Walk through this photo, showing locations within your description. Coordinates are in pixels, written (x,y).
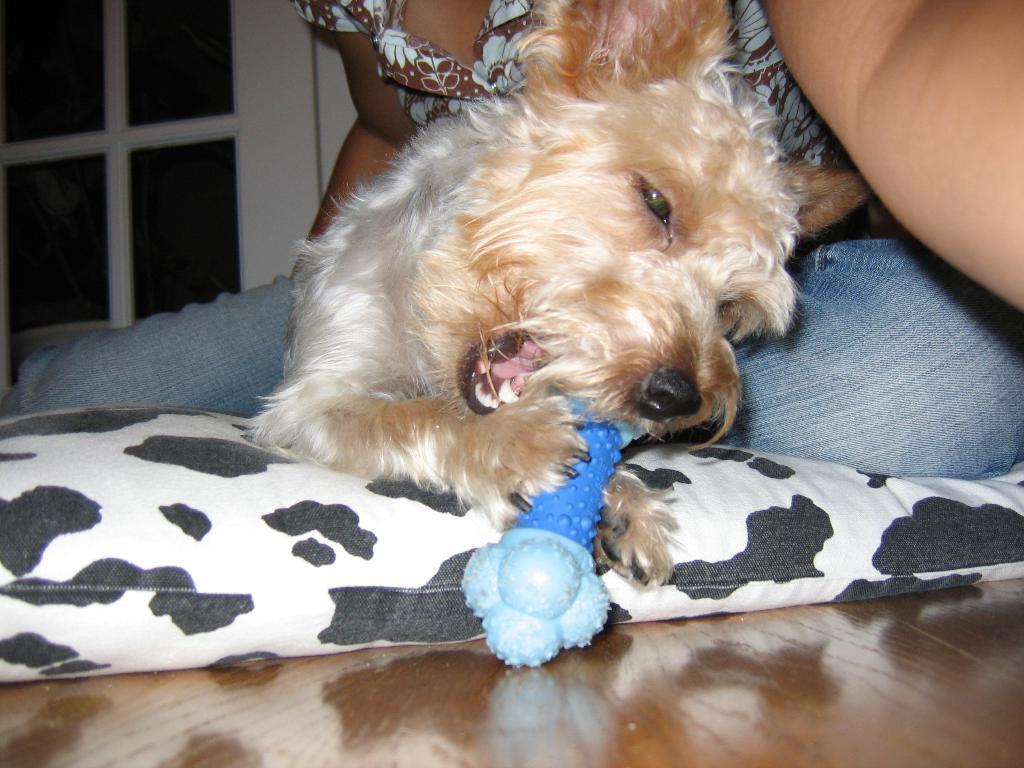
This picture is clicked inside. In the foreground (948,593) there are some objects (799,499). In the center (441,262) there is a dog (476,279) seems to be sitting and holding some object (567,518) and we can see a woman (353,132) seems to be sitting. In the background (258,46) there is a wall (294,57) and the window (65,48).
